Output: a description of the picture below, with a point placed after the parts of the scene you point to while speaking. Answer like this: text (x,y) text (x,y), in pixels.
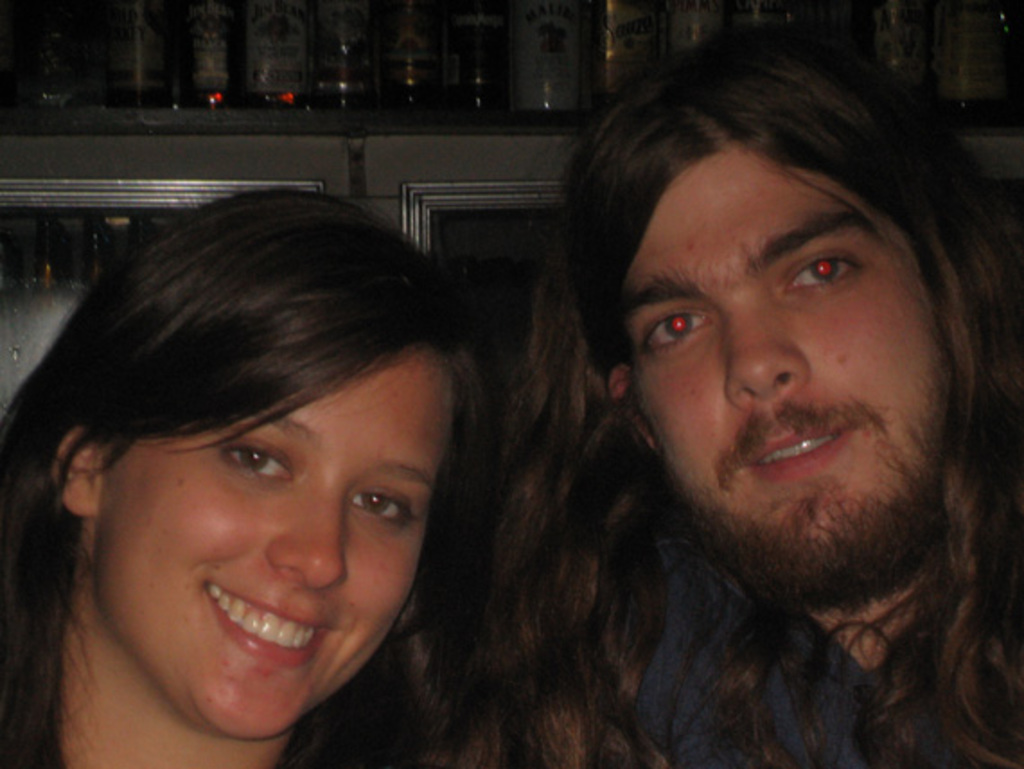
In this picture there are two persons (839,546) smiling. At the back (386,66) there are bottles (536,28) on the cupboard (256,130) and there are bottles (60,228) inside the cupboard (499,251).
